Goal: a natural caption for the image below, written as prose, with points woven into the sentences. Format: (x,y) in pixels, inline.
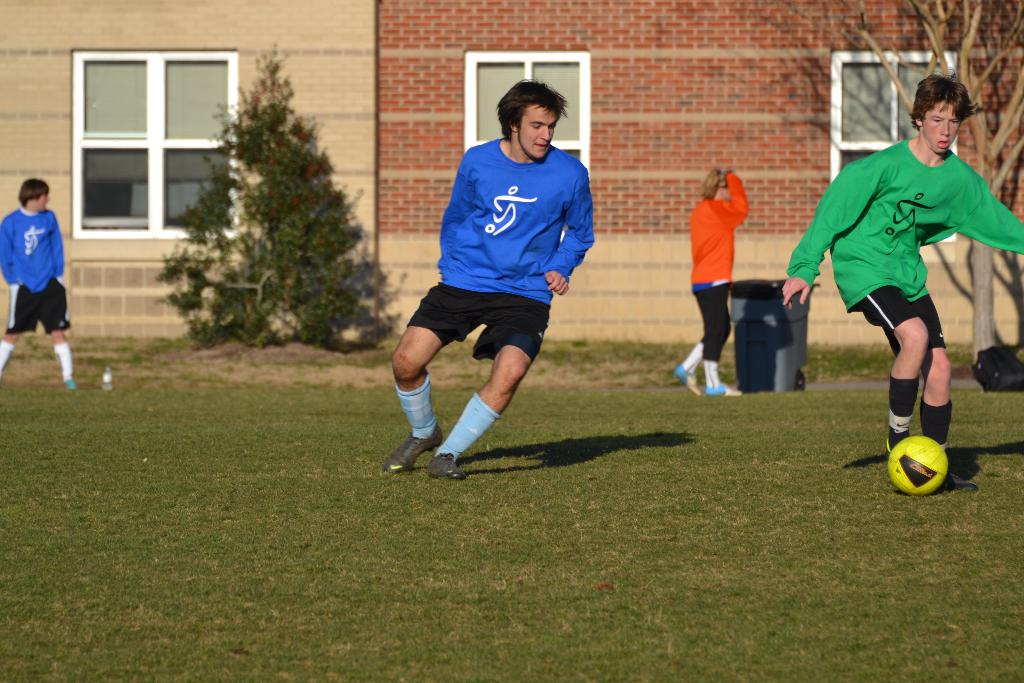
In the middle (461,285) there is a man (492,299) he wear blue t shirt (482,240), trouser (462,315) and shoes (440,429), he is running. On the right (914,227) there is a man (912,234) he wear green t shirt (889,227), trouser (878,295) and shoes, he is playing football. In the back ground (314,250) there are two people (727,195), dustbin (750,331), plant (220,245), building (338,79), window (175,145) and wall (697,112).
